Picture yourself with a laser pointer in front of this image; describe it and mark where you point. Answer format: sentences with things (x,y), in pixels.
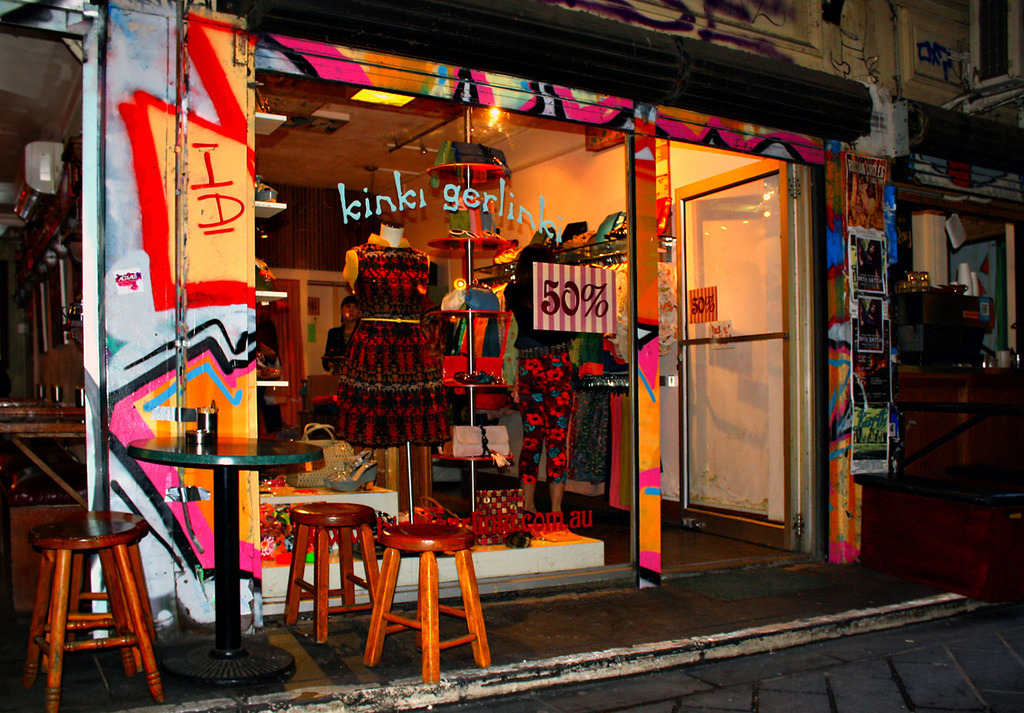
In this image we can see a store (283,125). In the store (548,245) we can see some decors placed in the shelves (258,129) and women (333,330) standing on the floor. Outside the store (524,583) we can see side table (232,522), stools (85,617) and some pictures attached to the wall (848,523).
